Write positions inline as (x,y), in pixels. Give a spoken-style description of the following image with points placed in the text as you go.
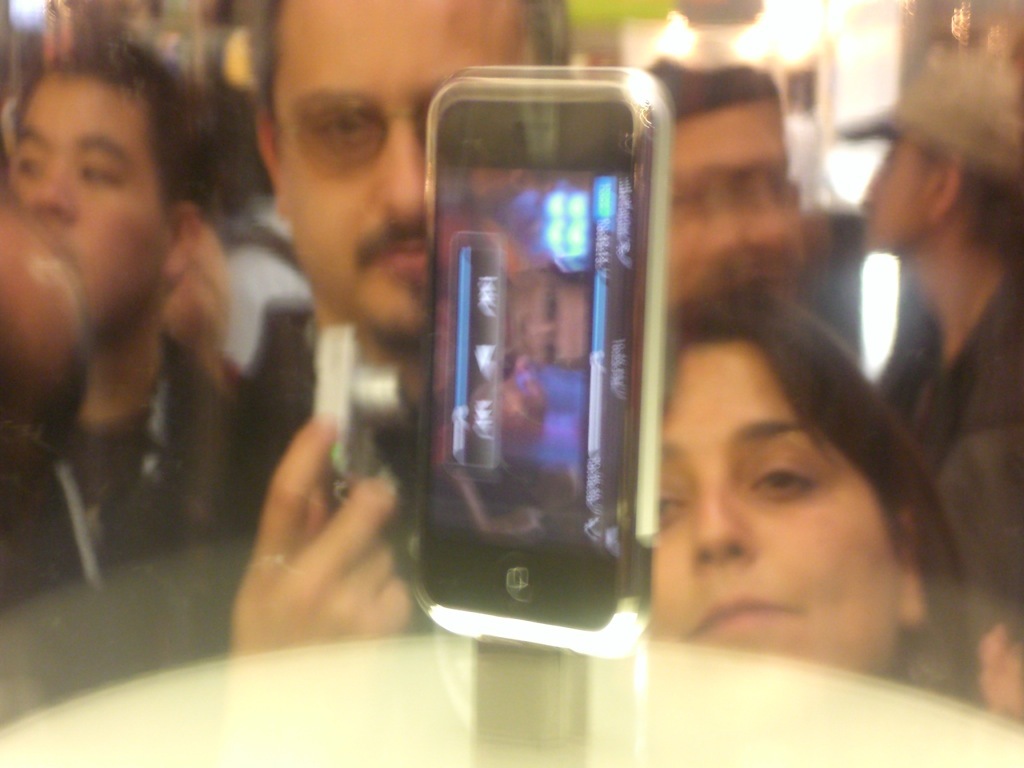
In this image in the center (553,454) there is one mobile phone (541,316), it seems that the mobile phone (530,313) is in glass box (663,406). And in the background (668,365) there are a group of people (672,296), one person (410,178) is holding a camera (328,396) and also we could see some lights (781,55), wall (879,68) and some objects (108,19).
